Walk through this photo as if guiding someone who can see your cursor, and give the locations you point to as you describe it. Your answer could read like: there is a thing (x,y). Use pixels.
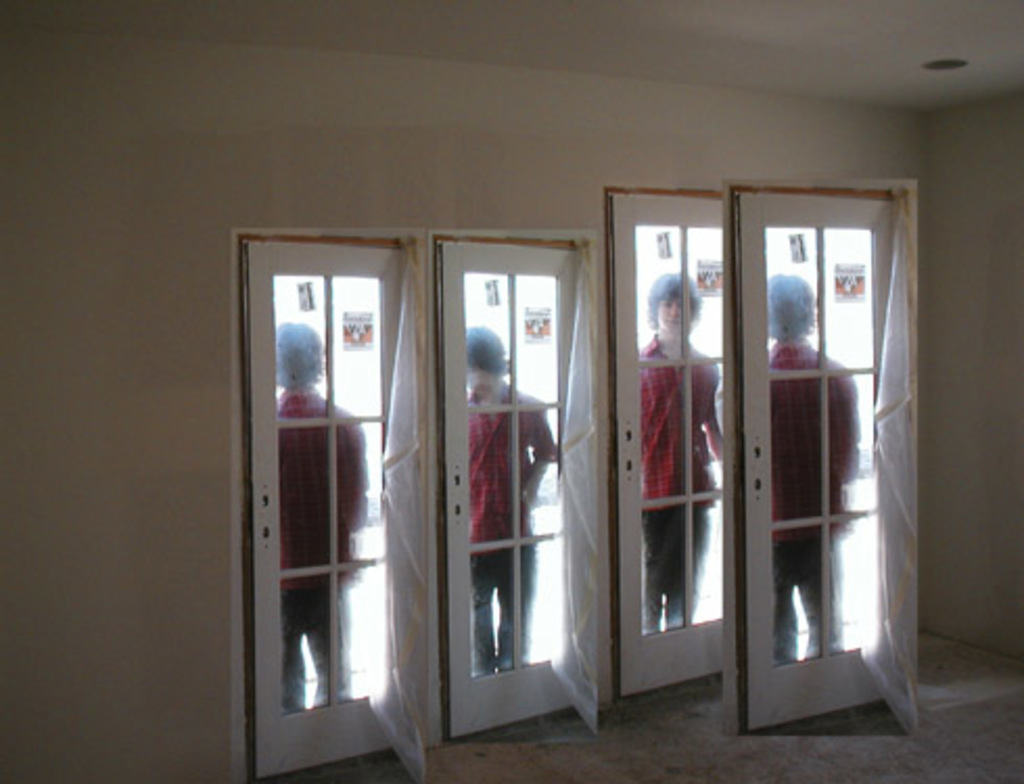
It looks like an edited image of a person (311,475) in different positions. In front of the person (831,446) there is a door (856,214) and behind the door (856,214) there is a wall (352,151).
